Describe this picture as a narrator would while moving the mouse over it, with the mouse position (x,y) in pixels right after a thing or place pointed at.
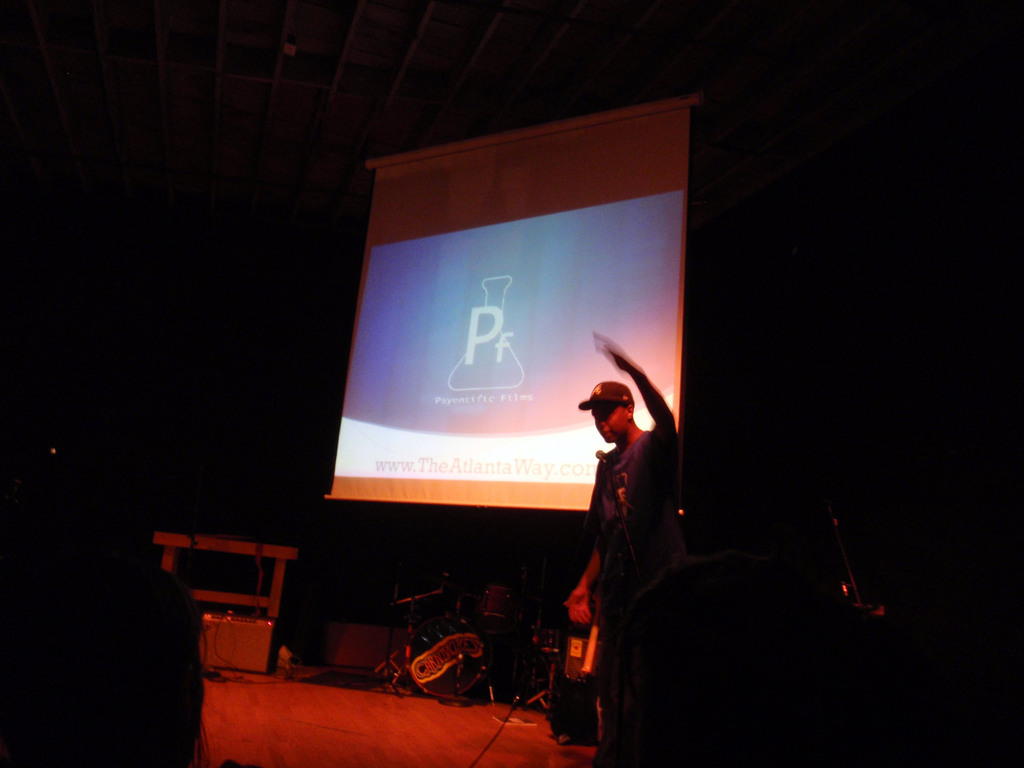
Here we can see a man (616,507) standing on the stage (456,756) at the mike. In the background (255,647) there are musical instruments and a screen (546,429) and the image is dark.
